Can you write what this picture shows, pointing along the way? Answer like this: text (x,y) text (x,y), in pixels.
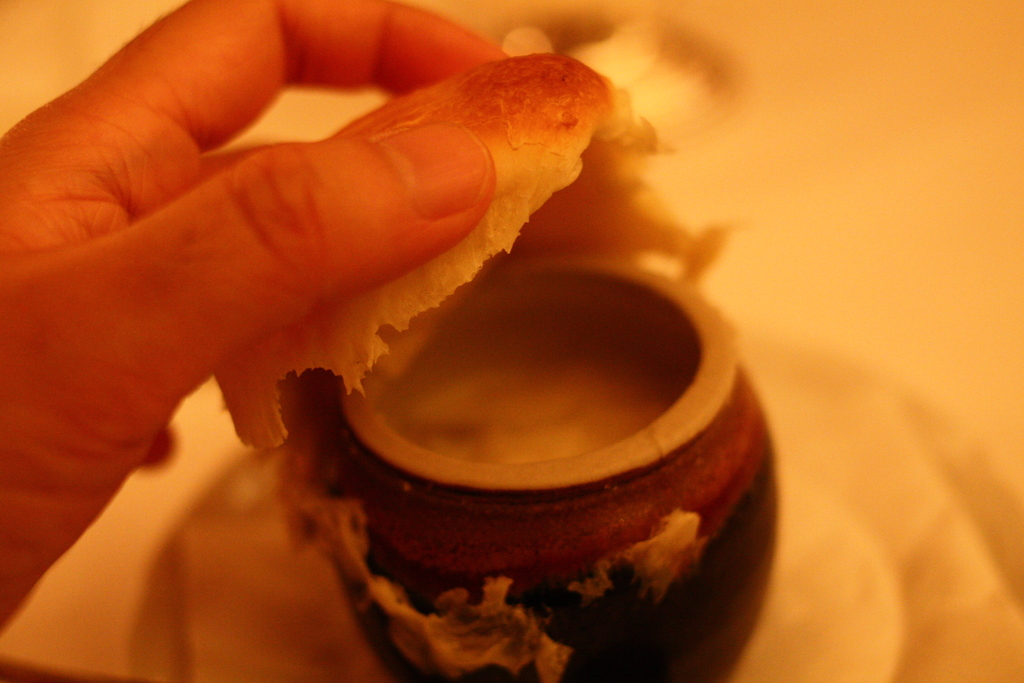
In this image we can see human hand (441,236) and there is a small pot (603,460).
